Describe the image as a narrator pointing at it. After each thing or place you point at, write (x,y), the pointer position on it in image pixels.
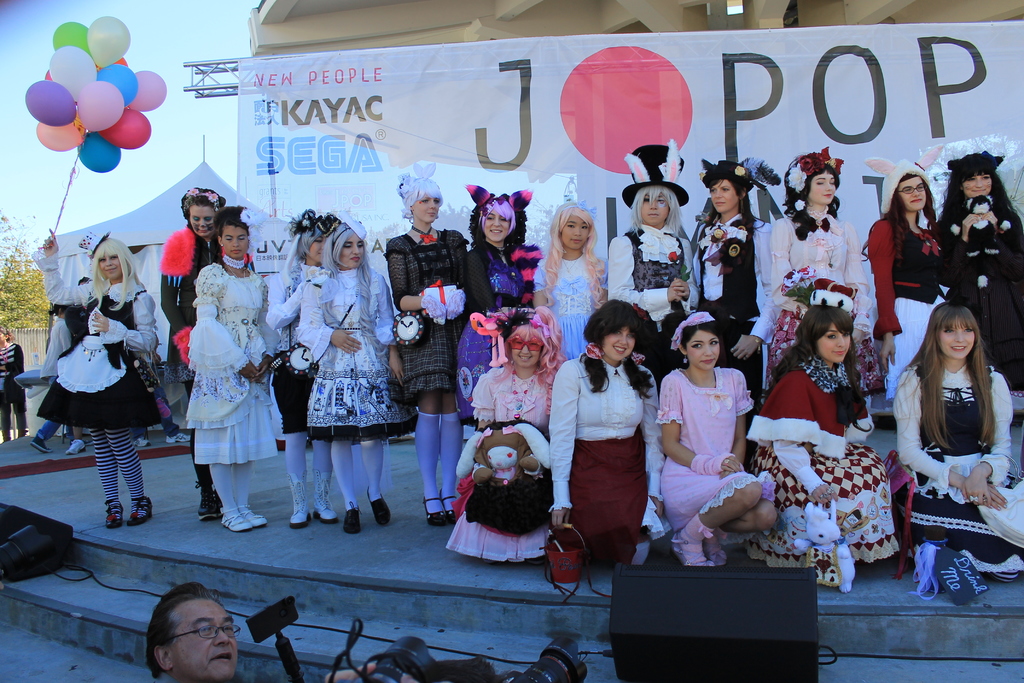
In this picture there are people (179,288) on stage (156,442) and wore costumes (458,431), among them one person (154,307) holding balloons (57,97) and we can see banner (379,144), truss (207,93) and tent (194,176). In the background of the image (32,289) we can see leaves (5,271) and sky (153,128). At the bottom of the image (775,592) there is a head (169,661) of a man (182,675) and we can see devices (300,674) and cameras (397,681).
